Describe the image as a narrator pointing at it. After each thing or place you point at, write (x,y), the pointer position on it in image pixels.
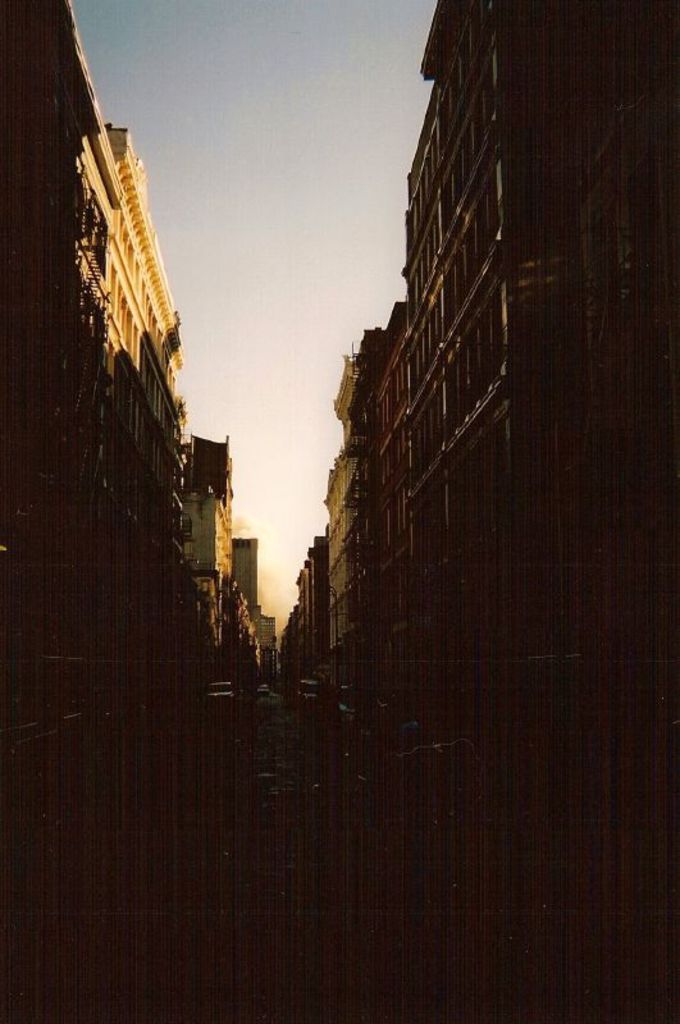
to both sides of the image there are buildings (163,619). In the center of the image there is road (195,756) on which there are vehicles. At the top of the image (236,136) there is sky (229,119).
